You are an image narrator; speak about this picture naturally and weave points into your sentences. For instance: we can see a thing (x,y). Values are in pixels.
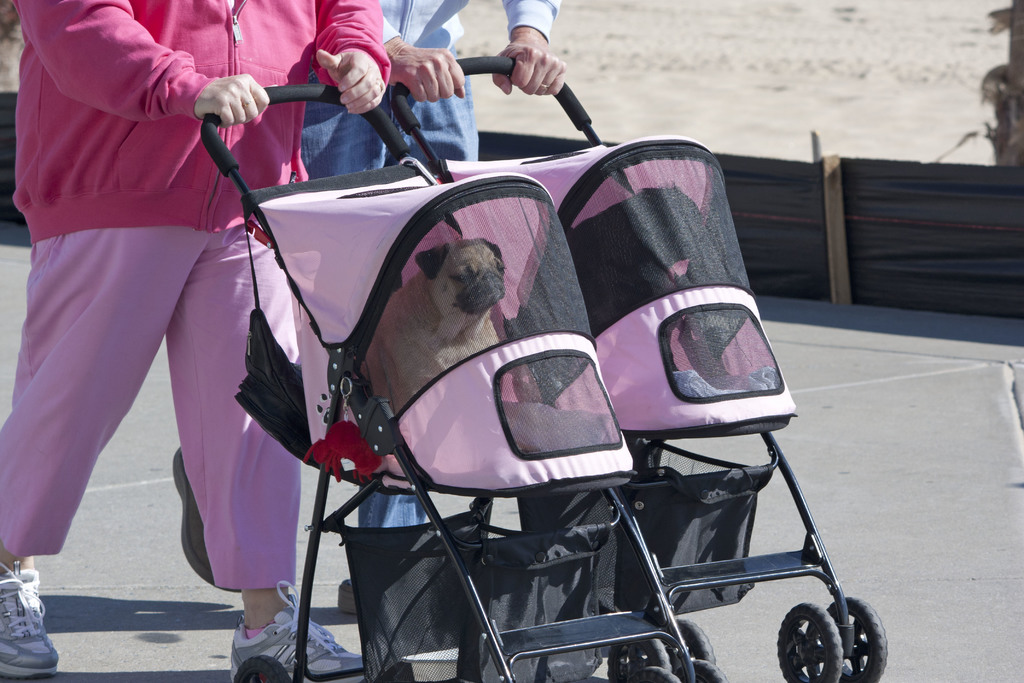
In this picture we can see people (519,59) holding the handles (307,88) of strollers (272,88) and walking on the road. Through net (518,299) dogs (463,303) are visible.
